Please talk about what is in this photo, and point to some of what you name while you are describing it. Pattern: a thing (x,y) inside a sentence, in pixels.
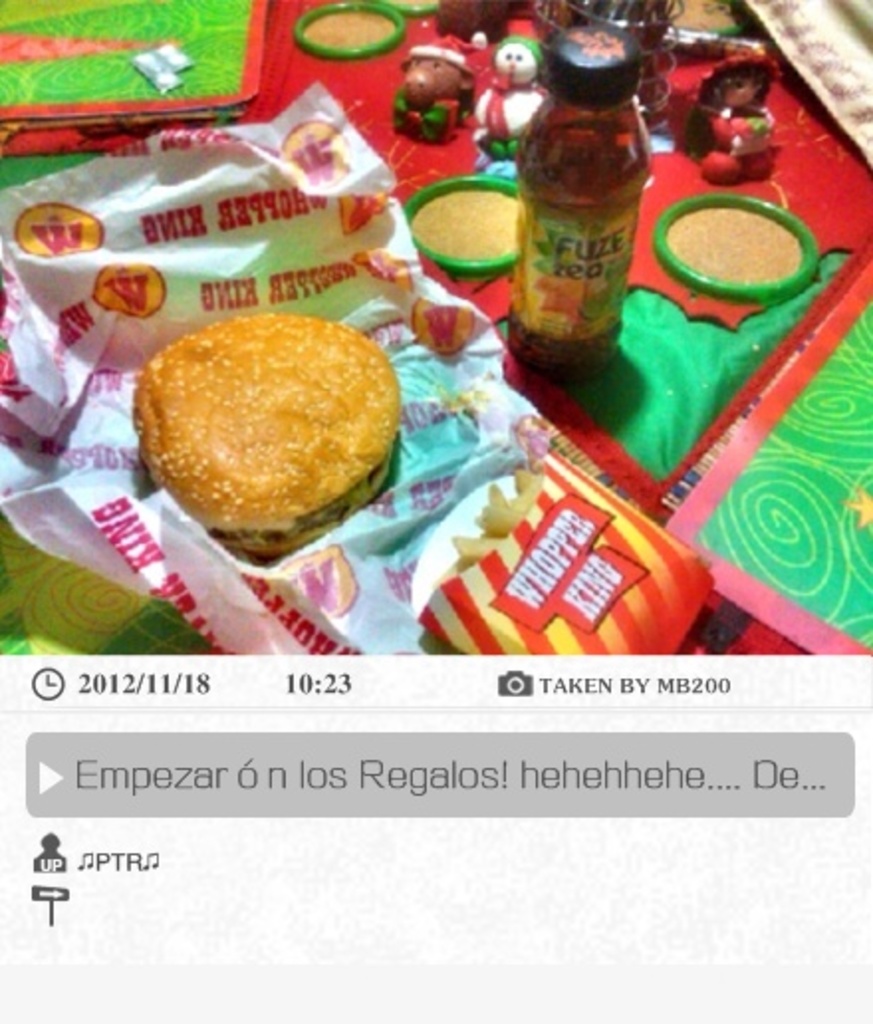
In this image we see a burger (240,355), here is the bottle (585,290) on the table (628,317), here are the french fries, here are some objects (657,95) on the table (305,13).
